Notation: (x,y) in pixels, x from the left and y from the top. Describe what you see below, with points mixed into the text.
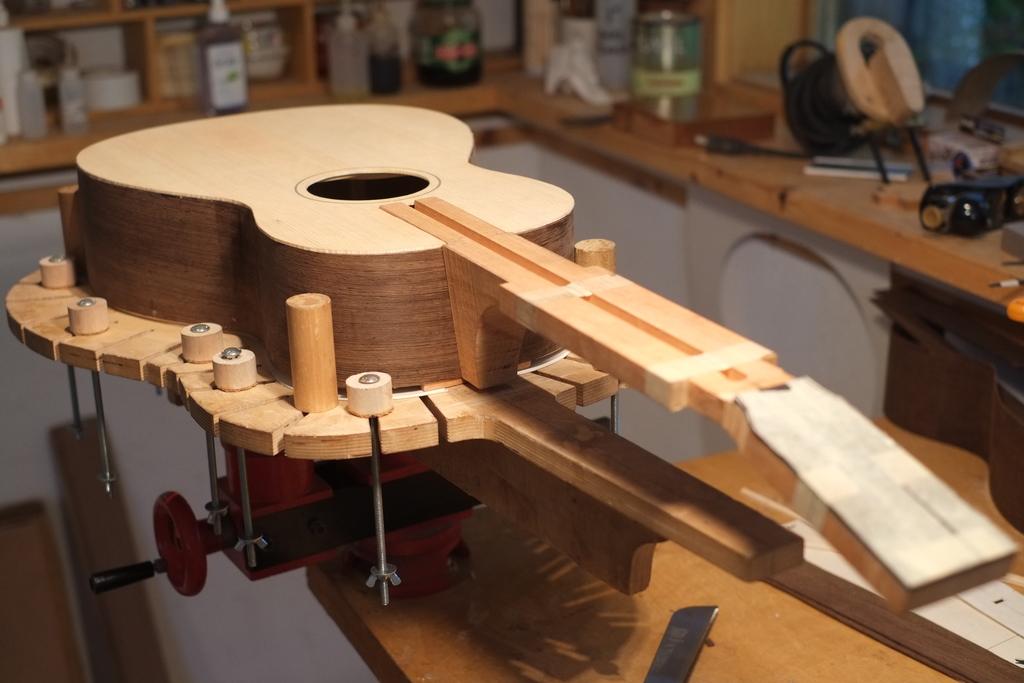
This image is taken inside a room (867,401). In this image, there is a guitar (182,257) made up of wood (375,354) below that there is a machine (201,543), which is fixed on a table (472,587). To the right (703,155), there is a desk (926,239), on which some tools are kept.
